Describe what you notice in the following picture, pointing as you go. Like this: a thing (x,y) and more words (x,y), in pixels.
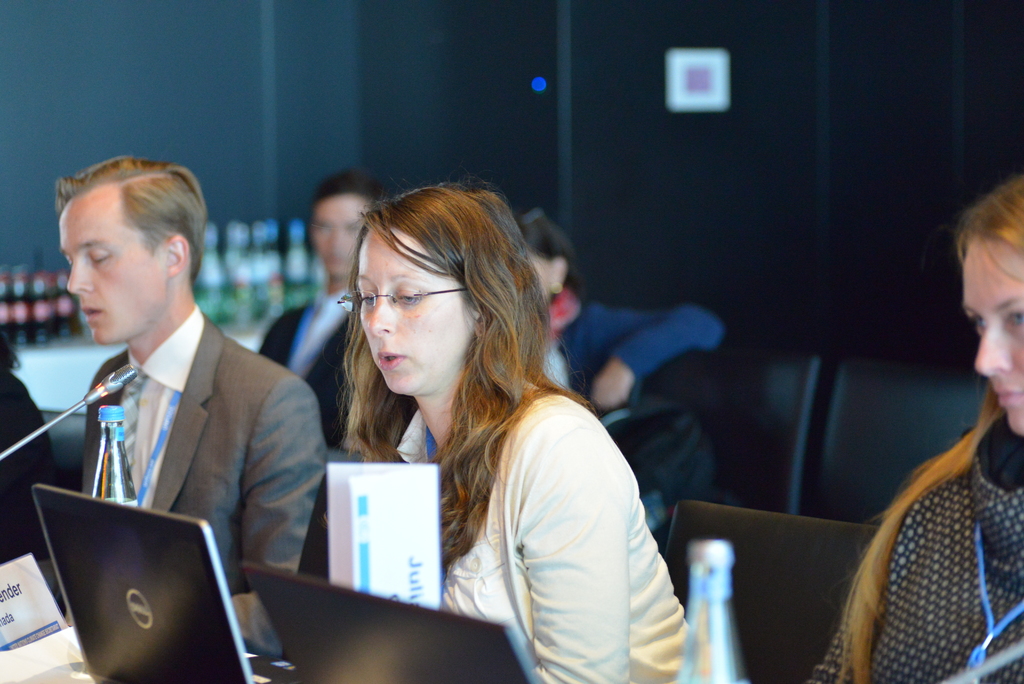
In this image there are a few people (480,353) sitting on the chairs (775,637), in front of them there are mike's (31,439), papers (15,565), laptops (364,643), bottles (703,641). In the background (292,213) there is a wall (367,148) and on the left side of the image (243,271) there are a few bottles (75,309) on the table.
